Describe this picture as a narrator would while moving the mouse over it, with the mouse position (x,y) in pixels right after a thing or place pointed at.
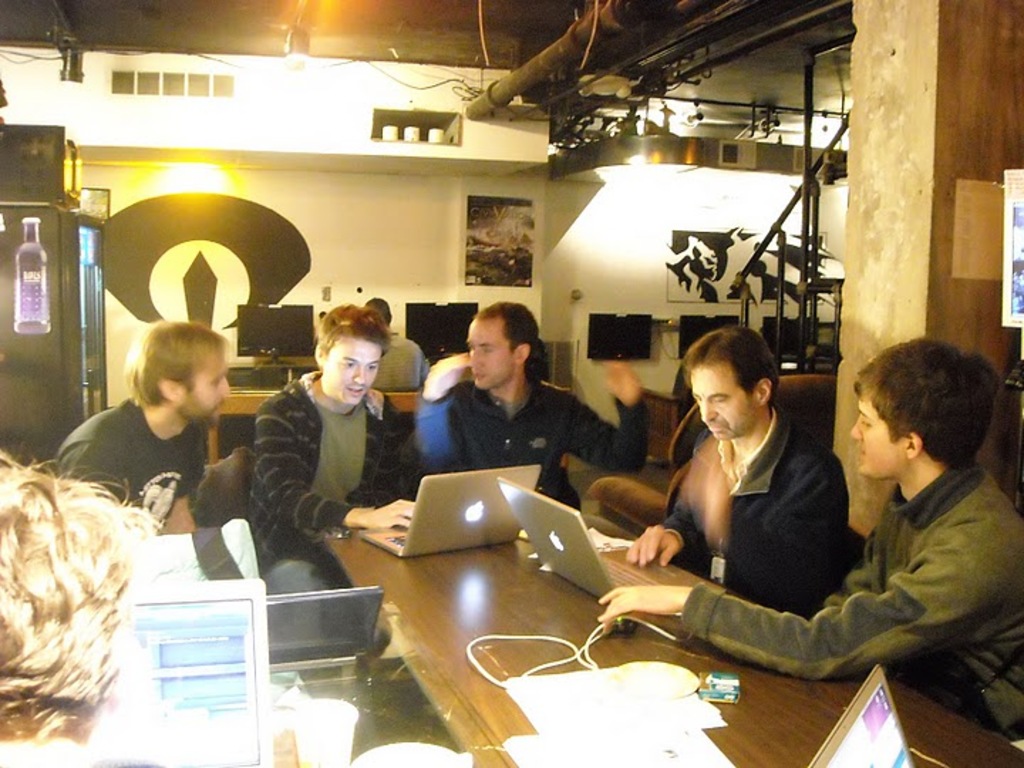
In this image we can see a group of people (534,430) sitting on the chairs (614,493) beside a table (516,609) containing some laptops (589,568), wires (595,627) and some papers (600,743). On the backside (270,288) we can see some pictures (473,261), a pillar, monitors (423,309) and a roof (321,51) with some ceiling lights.
